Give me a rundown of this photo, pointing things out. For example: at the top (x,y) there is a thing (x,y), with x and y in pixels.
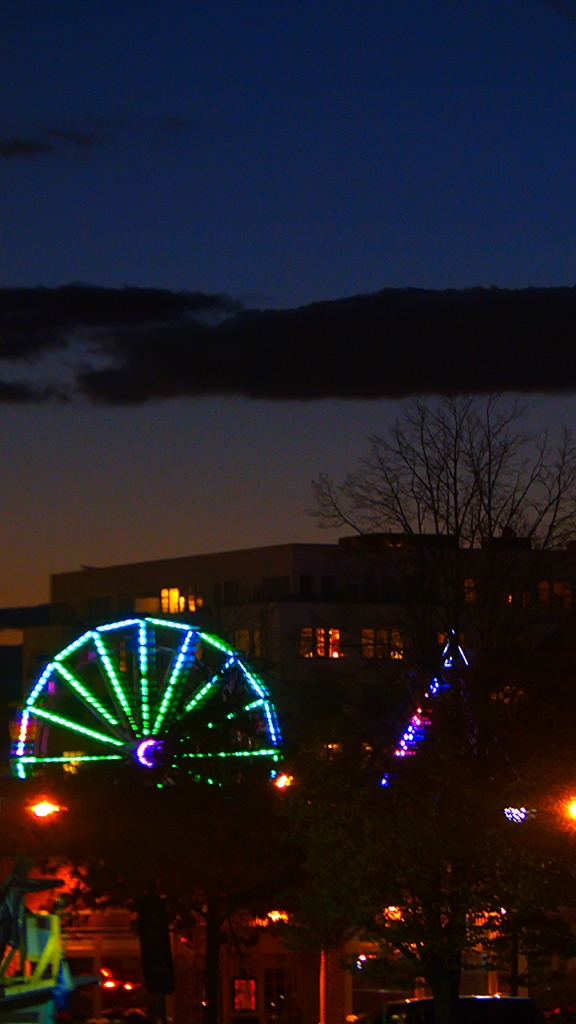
In this image we can see there are buildings (287,661), trees (519,702), lights (67,727) and there are a giant wheel (103,710). In the background (232,264) there is a sky (166,464).
